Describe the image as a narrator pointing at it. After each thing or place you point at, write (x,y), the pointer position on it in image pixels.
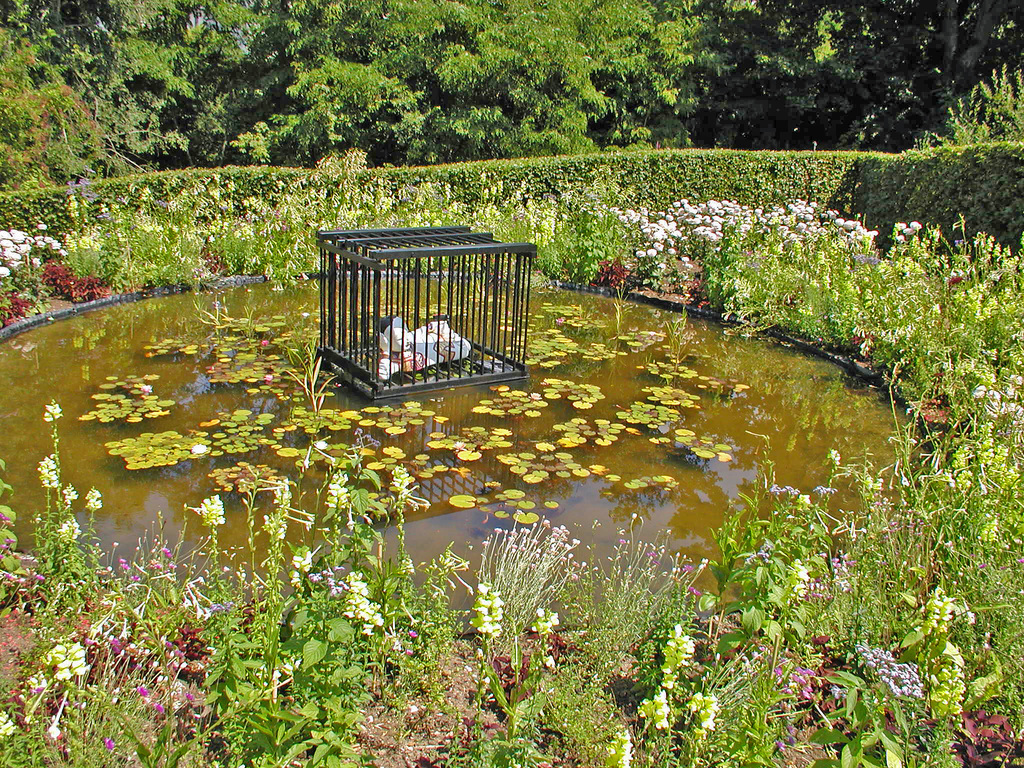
In the center of the image (360,289) there is a cage (373,372) in a pond (424,309). At the bottom of the image (91,536) there are flowers (370,629) and plants (347,702). In the background (188,80) there are trees (394,76), fencing (550,177), plants (596,243) and flowers (672,225).
